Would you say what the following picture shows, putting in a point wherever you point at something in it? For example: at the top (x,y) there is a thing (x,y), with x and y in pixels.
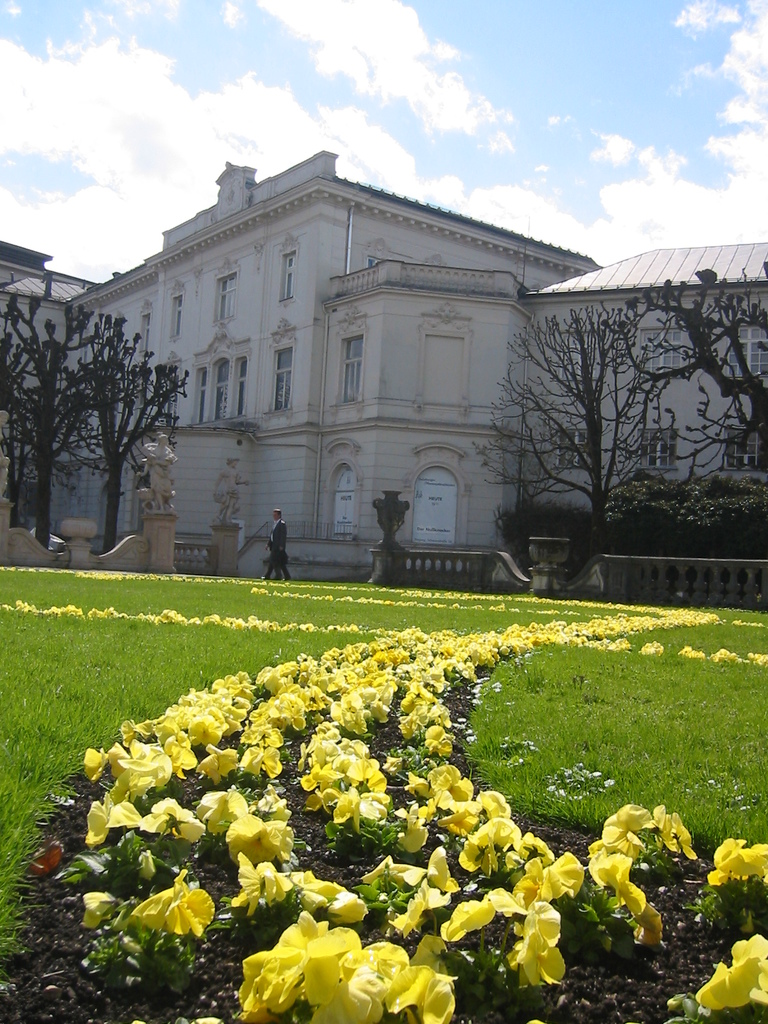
In this image we can see a building (465,487) with windows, door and a roof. We can also see some grass (149,633), plants (337,942) with flowers (373,704), trees (111,526), the statues (151,495), a fence (138,552), a person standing and the sky (496,134) which looks cloudy.
